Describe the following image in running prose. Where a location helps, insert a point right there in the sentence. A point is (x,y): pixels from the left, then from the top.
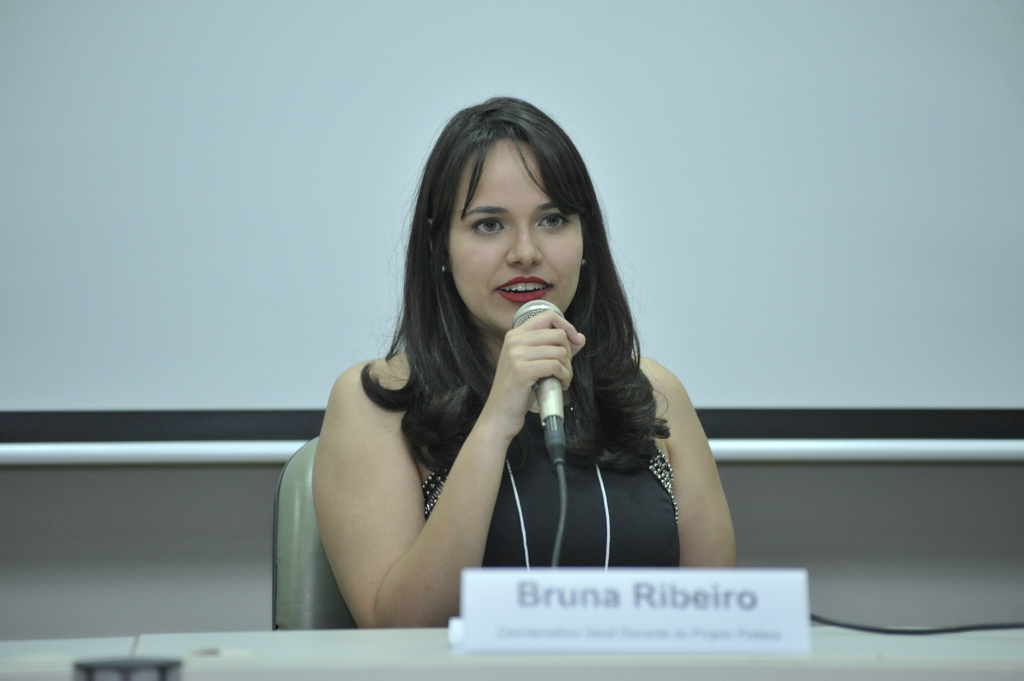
In this image, we can see a person (509,424) holding a microphone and sitting. We can also see a board (701,615) with some text (631,634). In the background (799,337), we can see the projector screen (799,328) and the wall (181,490).
